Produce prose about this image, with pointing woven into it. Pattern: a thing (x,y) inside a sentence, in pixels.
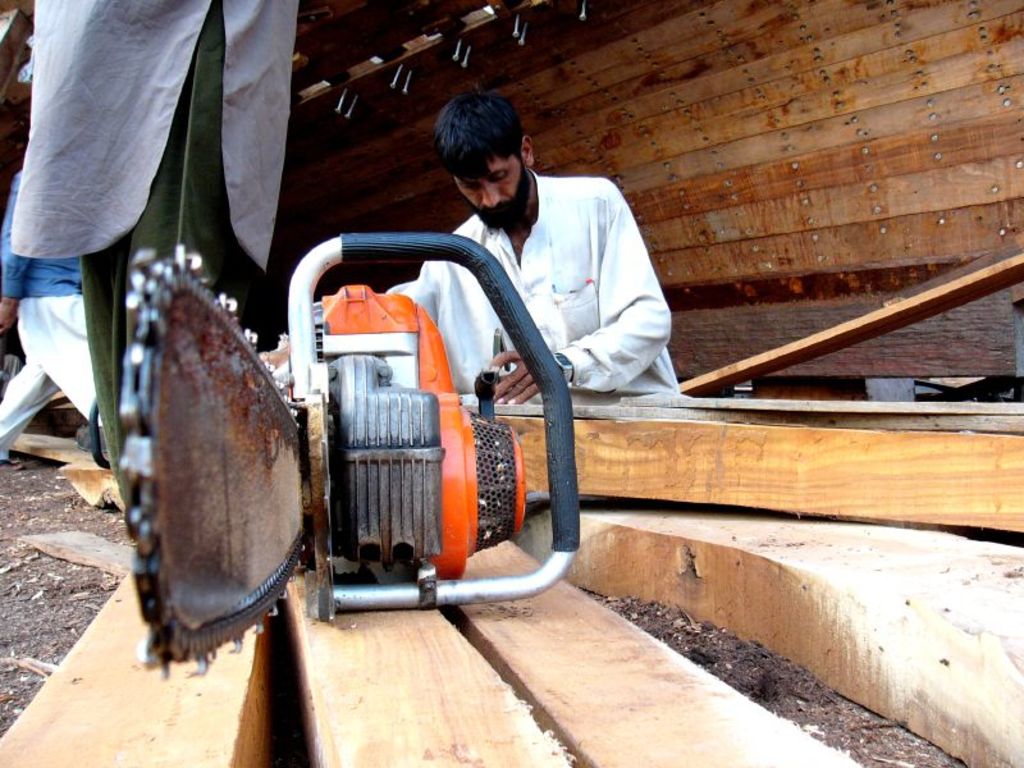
On the left side (325,416), there is a chainsaw (421,453) arranged on a wooden piece (349,745). On both sides of this wooden piece (360,718), there is a wooden piece (212,667). On the right side (910,611), there is another wooden piece (843,554), on which, there is a plank (668,413). Beside this plank (648,414), there is a person (584,204) in a white color shirt (551,209), working on this plank (609,408). In the background (269,12), there is a gray color cloth (59,210), there are wooden pieces (669,68) arranged, there is a person (38,309) walking, there are wooden pieces (71,457) on the ground (72,521).
